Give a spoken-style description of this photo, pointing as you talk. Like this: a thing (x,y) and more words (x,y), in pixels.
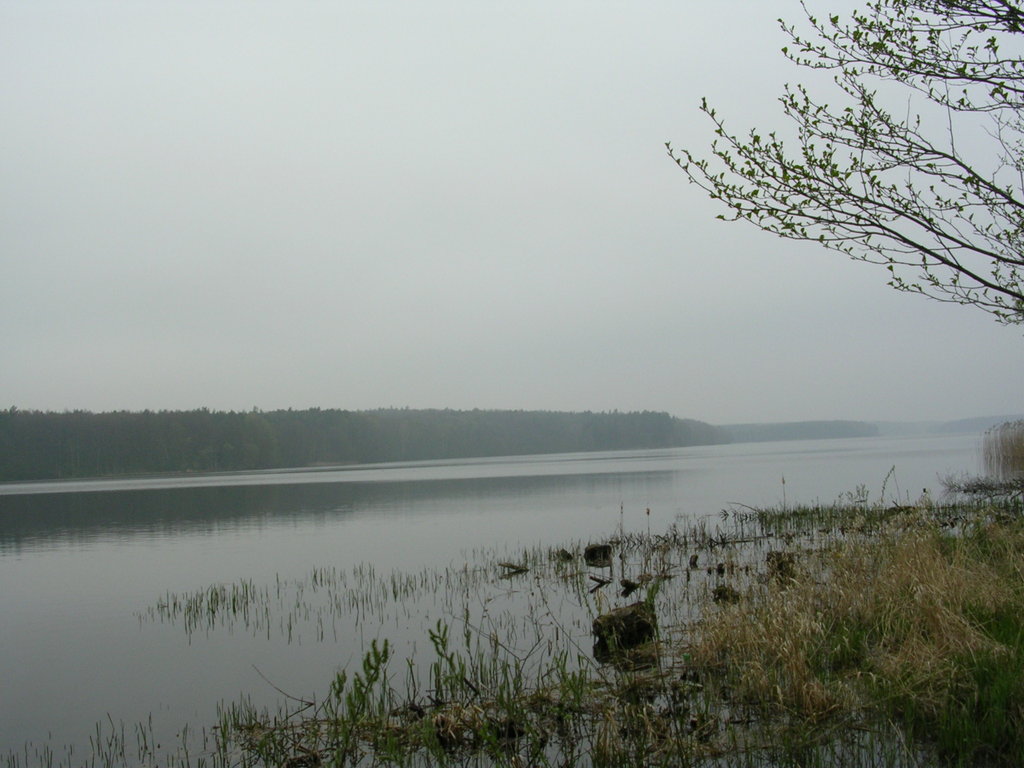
In the image there is some grass (862,561) and beside the grass (480,677) there is a water surface (613,472) and in the background (169,420) there are some trees (591,417), there is a green tree (956,187) on the right side (979,248) in the front (976,255).
